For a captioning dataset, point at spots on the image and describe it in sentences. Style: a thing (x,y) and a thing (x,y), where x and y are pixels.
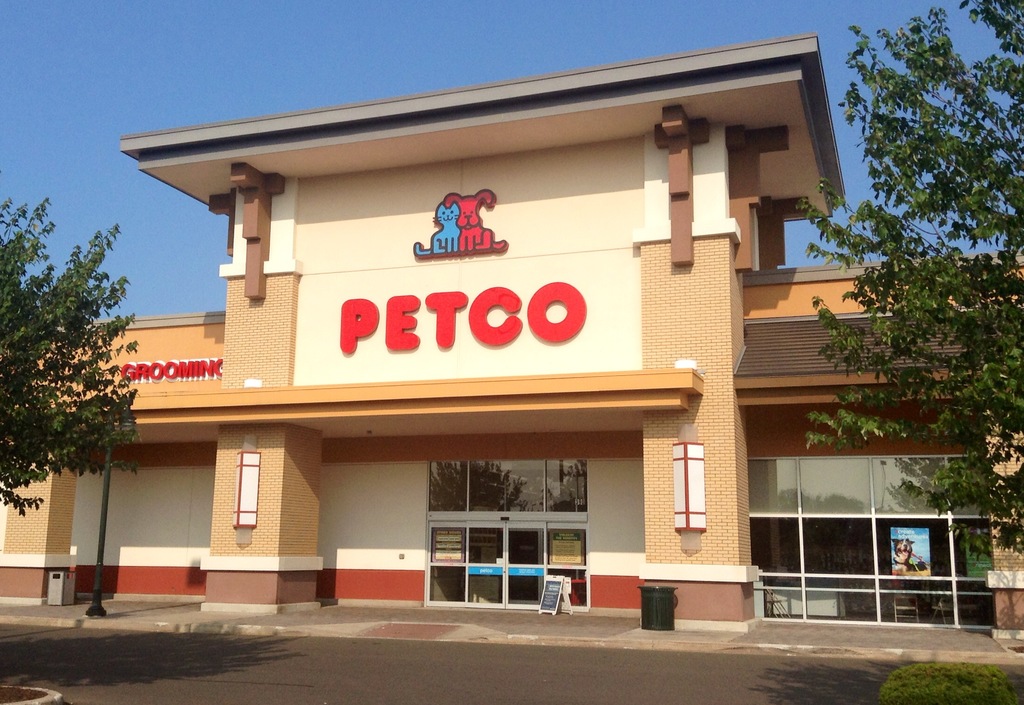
In this image there is a building (443,466) and there are some text (356,348) and images (421,256) on the wall (333,333) of a building (258,399), there are a few objects (659,597) and a board (563,580) placed in front of the building (490,594). On the left (82,445) and right side of the image (946,187) there are trees (972,407). In the background (52,121) there is the sky (64,172).
